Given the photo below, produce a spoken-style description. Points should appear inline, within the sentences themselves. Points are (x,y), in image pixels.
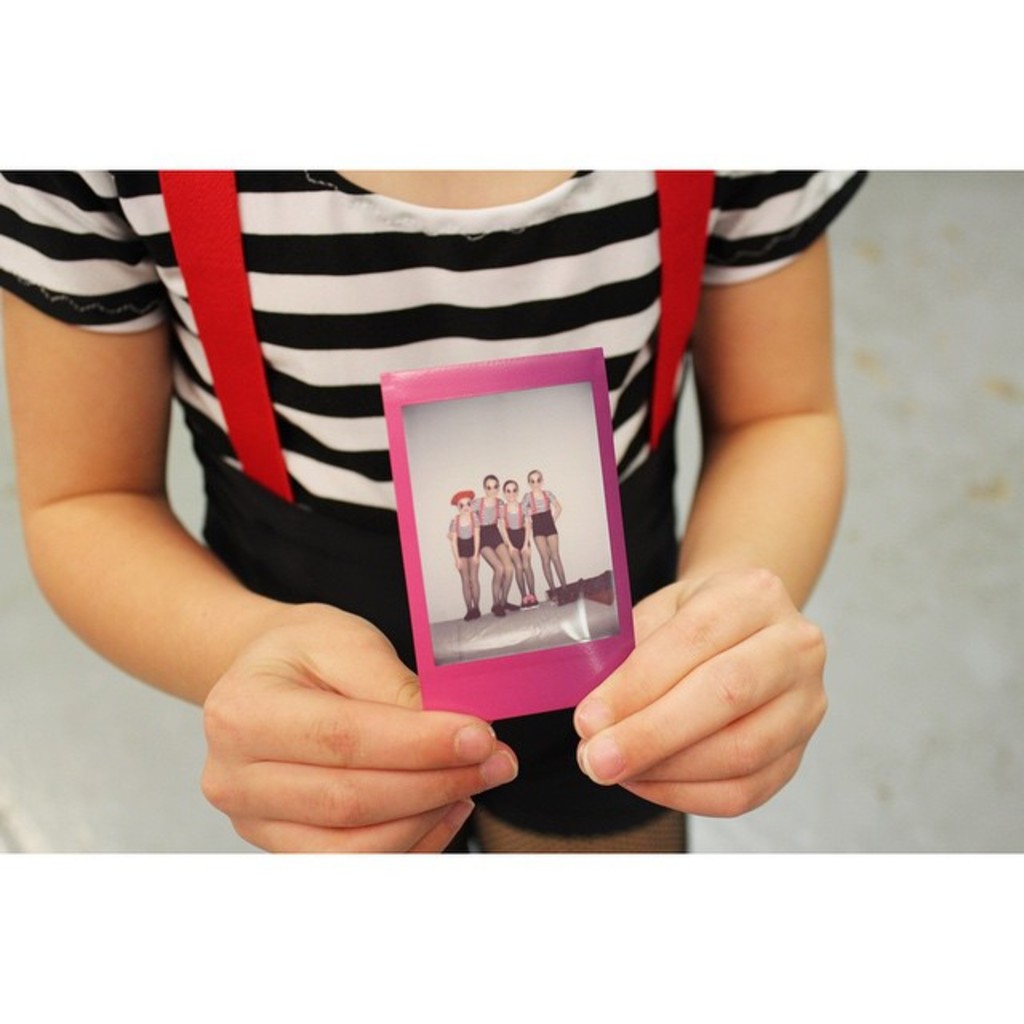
In this image a person (757,462) standing on the floor (856,749). He is holding a photo (467,573) in his hand (680,581). In the photo (526,562) there are four persons (523,559) are standing before a wall (577,562).
